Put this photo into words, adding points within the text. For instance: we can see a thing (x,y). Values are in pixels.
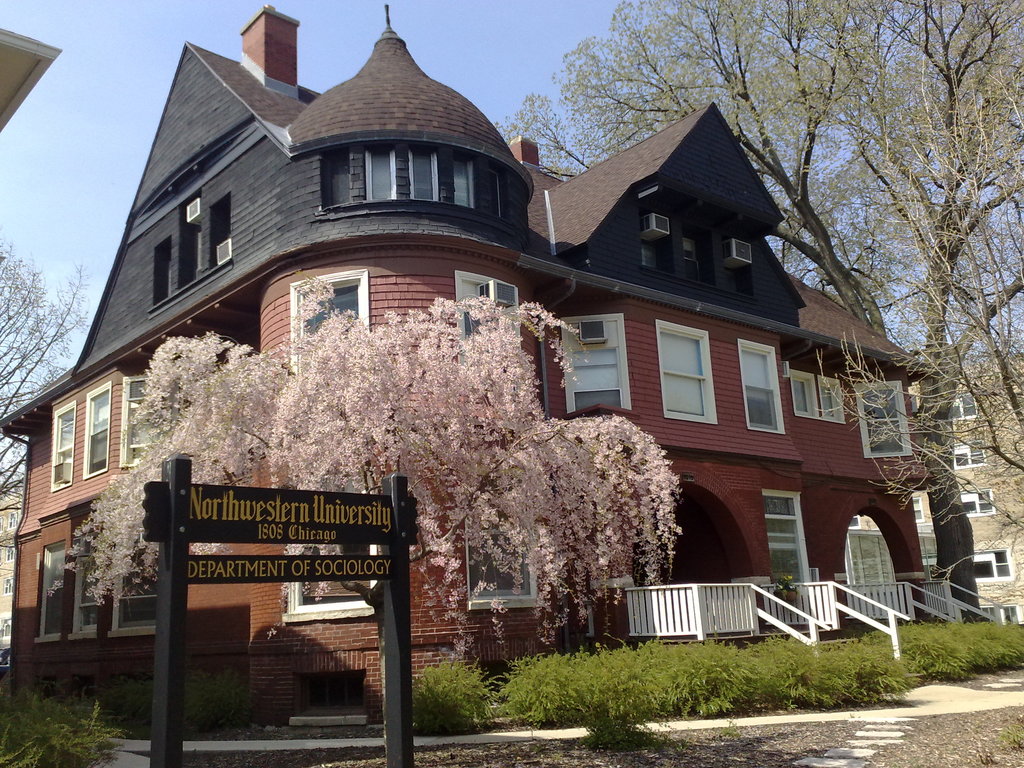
There is a board (221,530) and plants (527,683) are present at the bottom of this image (454,716). We can see trees (257,399) and a building (471,329) in the middle of this image (520,372). The sky (33,139) is in the background (86,156).
